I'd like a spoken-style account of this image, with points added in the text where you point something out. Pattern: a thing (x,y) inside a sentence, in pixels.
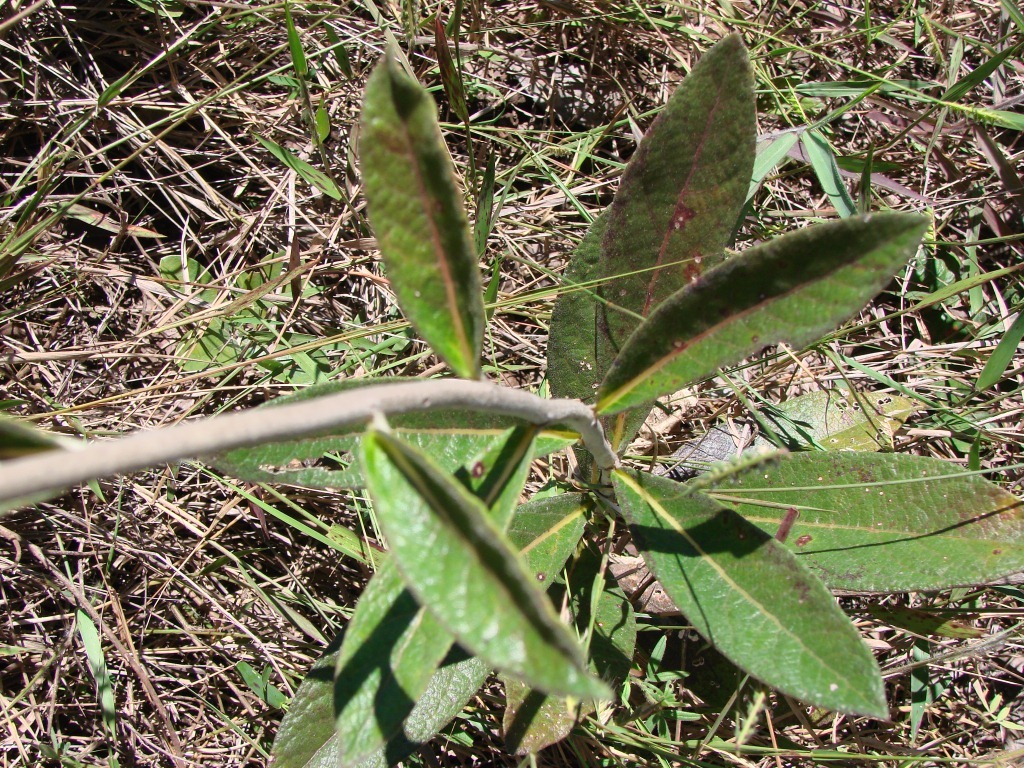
In this image we can see the stem (547,404) of a plant (405,434) with some leaves (758,290). We can also see some dried grass (198,394) on the ground (201,361).
